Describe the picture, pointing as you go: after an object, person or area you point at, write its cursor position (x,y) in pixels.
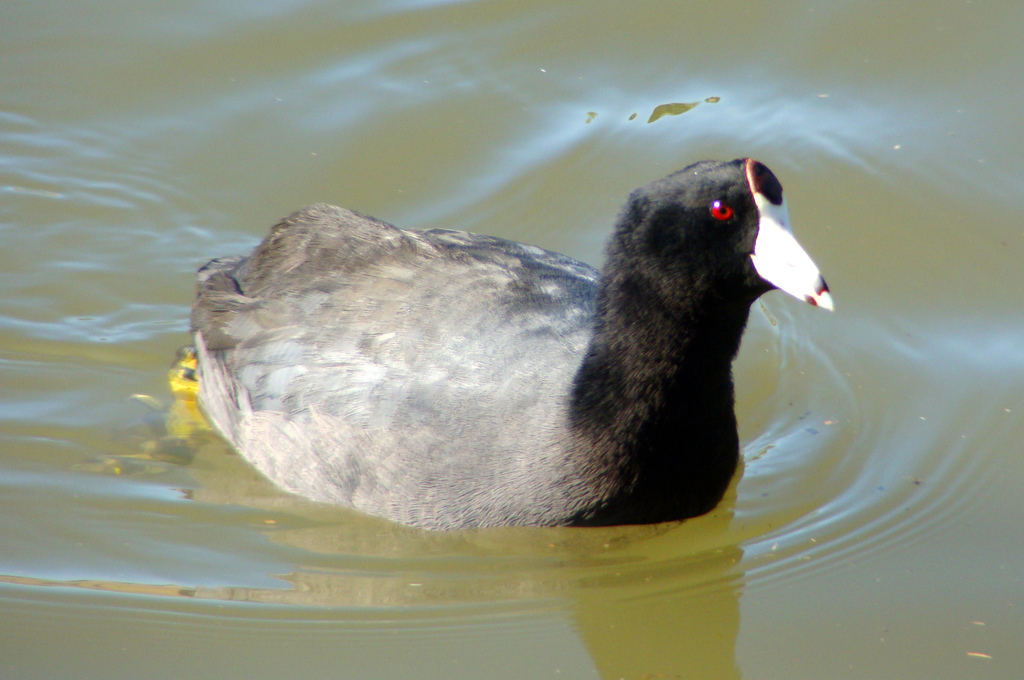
In this picture we can observe a bird (313,362) swimming in the water (196,252). This bird (548,394) is in black and white color. In the background (287,173) we can observe some water (365,79).
